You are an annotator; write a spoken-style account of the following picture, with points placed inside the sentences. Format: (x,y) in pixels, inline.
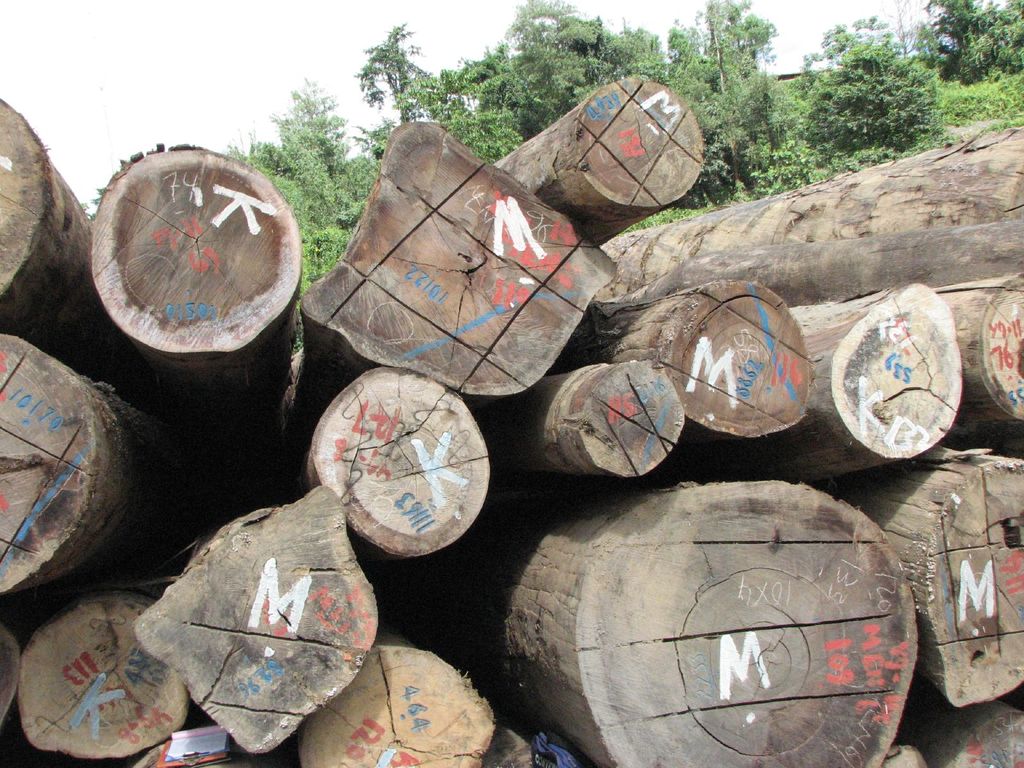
In this image we can see log (786,576). Behind the log (626,111) trees (475,118) are there and sky (186,50) is present.
